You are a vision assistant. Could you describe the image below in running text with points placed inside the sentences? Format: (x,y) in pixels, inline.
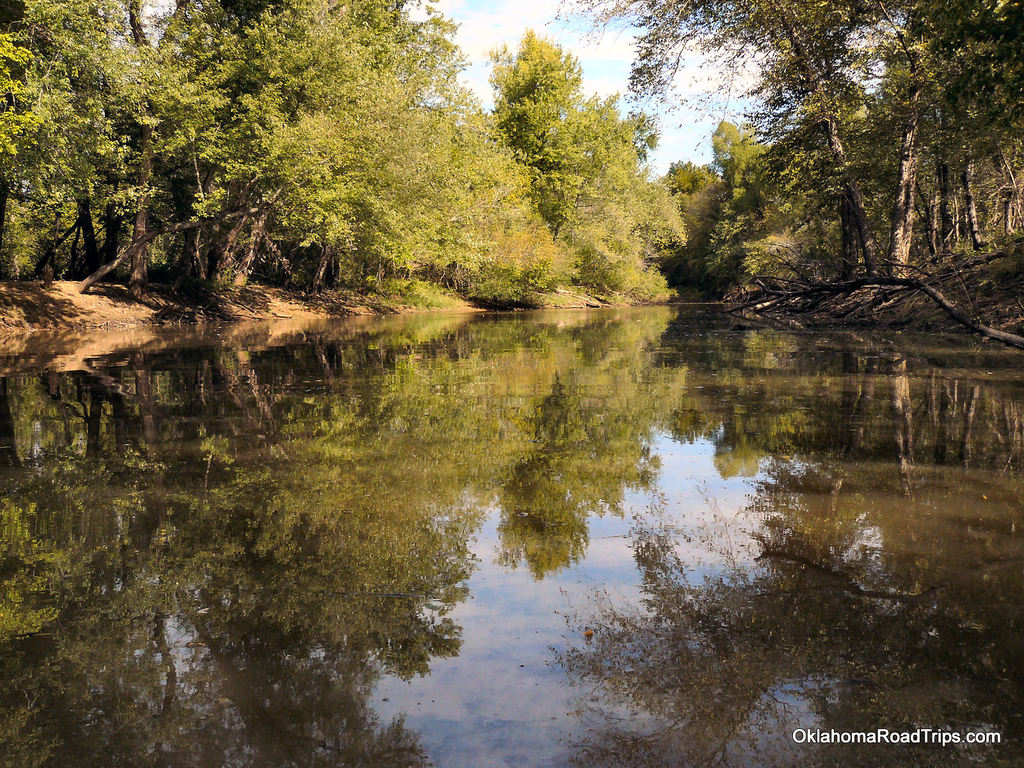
In this image, we can see a lake (661,418) in between trees (701,182). There is a sky (492,22) at the top of the image (495,15).
